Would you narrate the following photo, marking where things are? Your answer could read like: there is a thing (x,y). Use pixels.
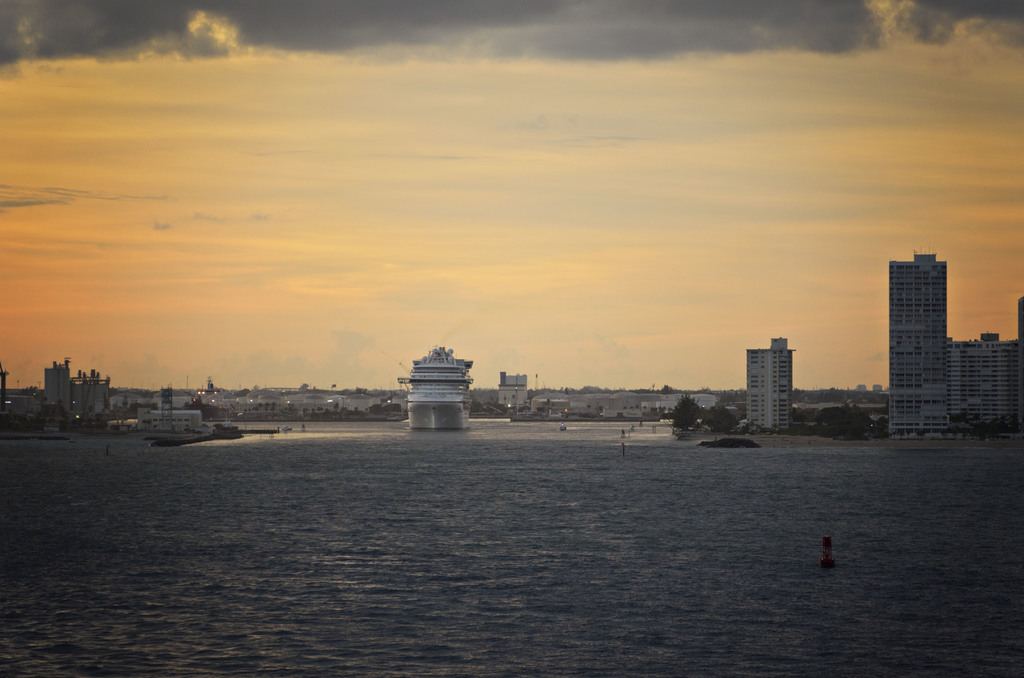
Here in this picture we can see ships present in water (743,547) over there and we can see buildings (287,394) and houses (147,421) in the far and we can see trees (809,414) and plants (827,432) also present over there and we can see clouds (448,248) in sky (520,166).
